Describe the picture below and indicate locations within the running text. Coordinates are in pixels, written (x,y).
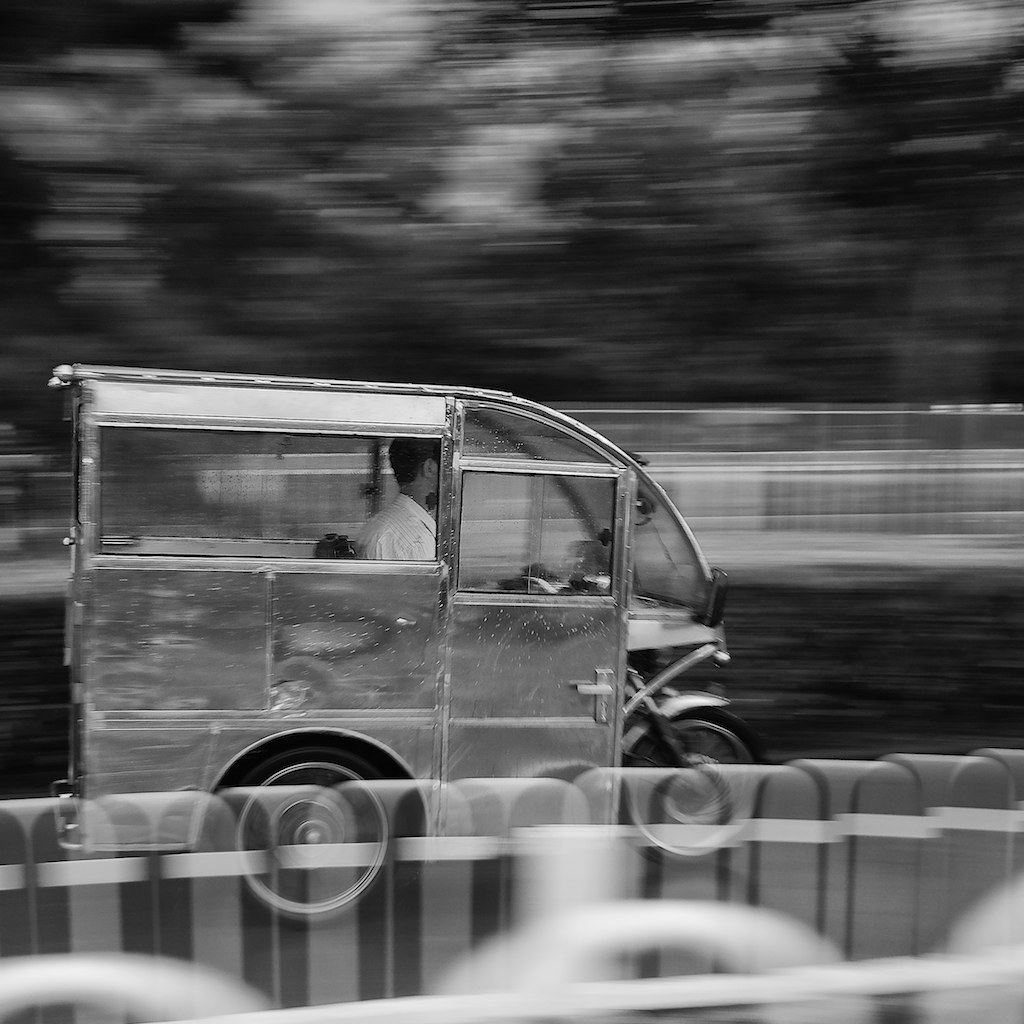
In this image I can see a man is riding the vehicle (433,656), it has glass windows (514,523).
